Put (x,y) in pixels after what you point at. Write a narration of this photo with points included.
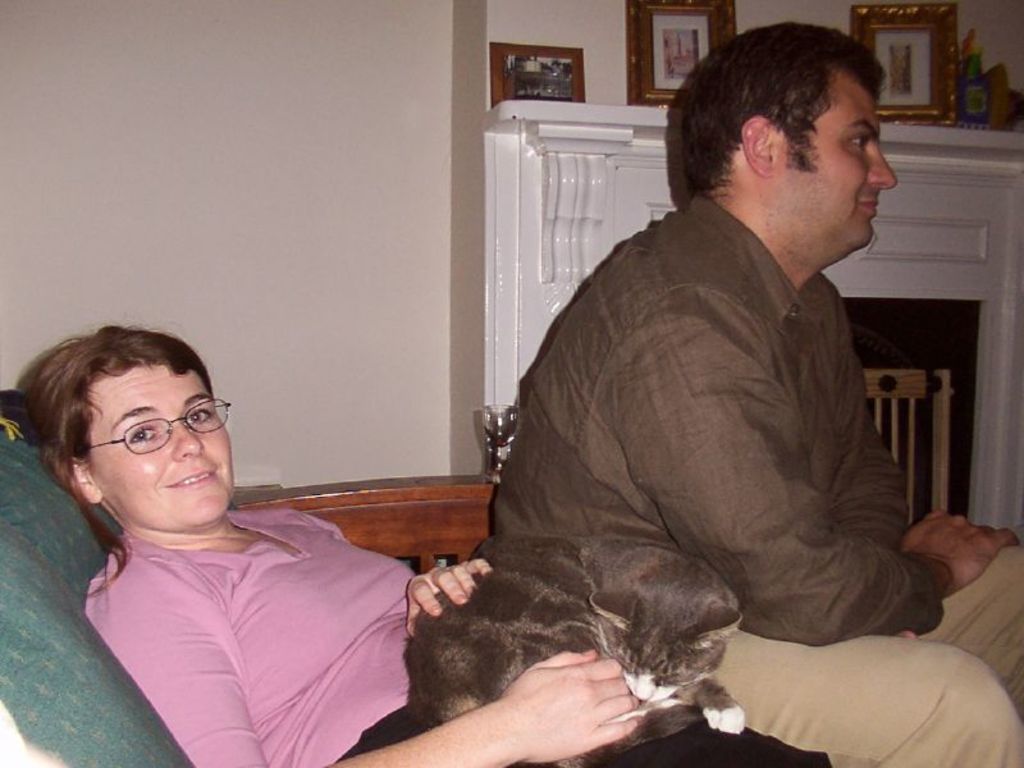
there is a men (540,525) and women (115,559) sitting on a chair (57,748) the woman (400,631) is catching a cat (494,587).
